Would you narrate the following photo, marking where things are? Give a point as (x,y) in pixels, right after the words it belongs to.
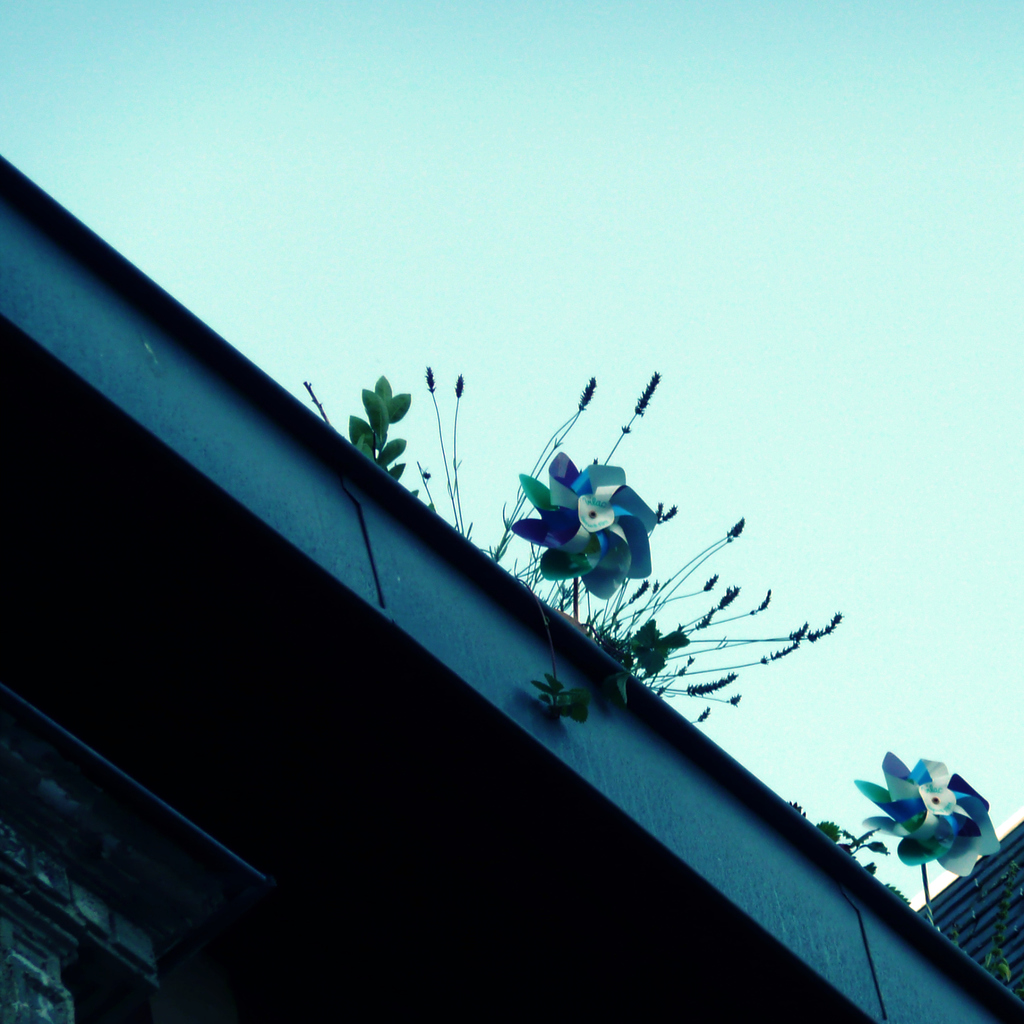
At the bottom of the picture (471,806) it is building (419,656). In the center of the picture (572,552) there are fan like objects (591,542) and plants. At the top (481,212) sky (538,202).
